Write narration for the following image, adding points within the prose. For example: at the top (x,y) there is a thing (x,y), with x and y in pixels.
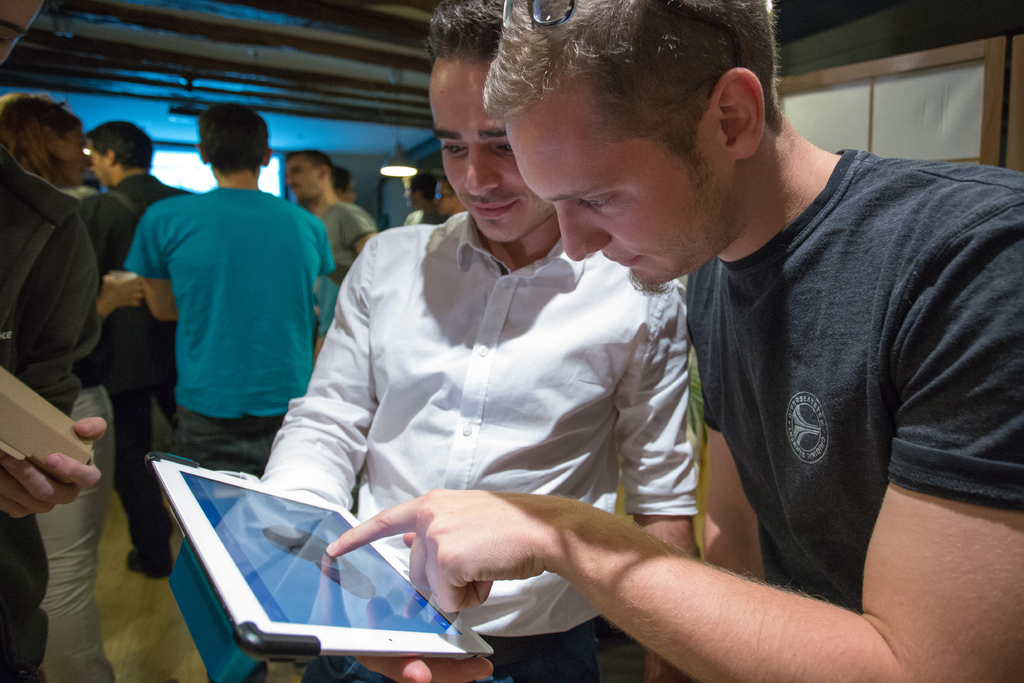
In this image I can see a person (805,357) wearing black colored dress (818,321) and a person (547,348) wearing white colored shirt (522,378) are standing and I can see a person (496,317) is holding an electronic gadget (248,584) in his hands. In the background (301,24) I can see few persons (224,347) standing, the ceiling (315,28), a light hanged to the ceiling (254,48) and a cream and brown colored object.
